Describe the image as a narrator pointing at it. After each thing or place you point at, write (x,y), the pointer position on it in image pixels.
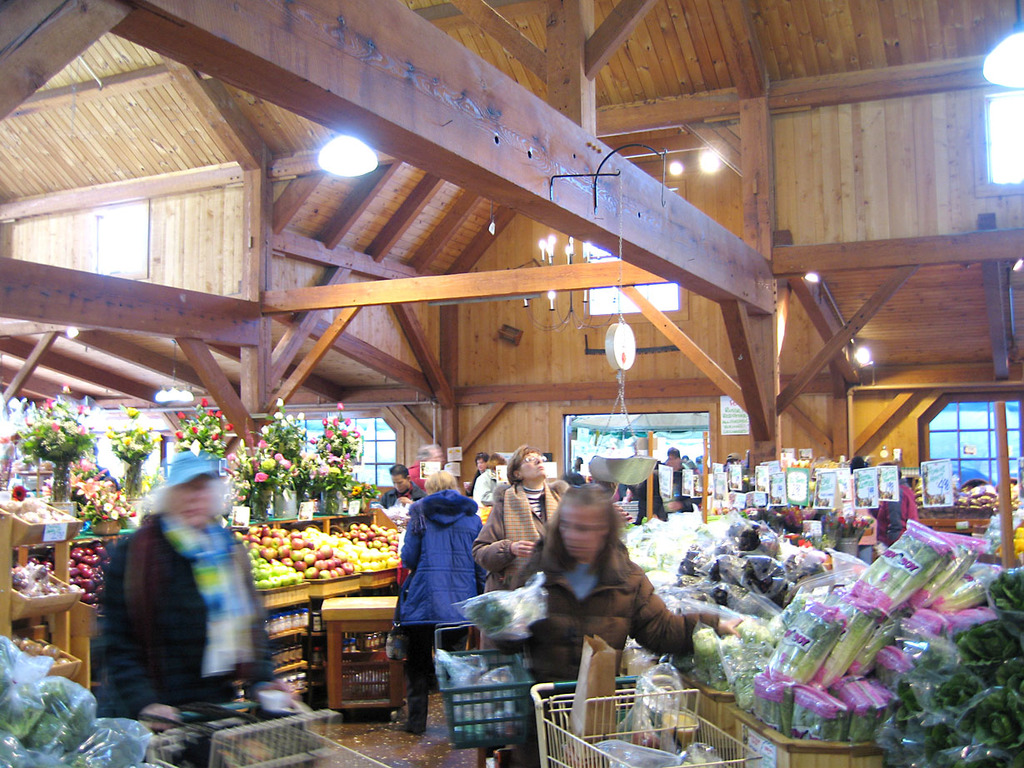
In this picture i can see people (160,620) are buying some vegetable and this are fruit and this look like flower (252,488).
